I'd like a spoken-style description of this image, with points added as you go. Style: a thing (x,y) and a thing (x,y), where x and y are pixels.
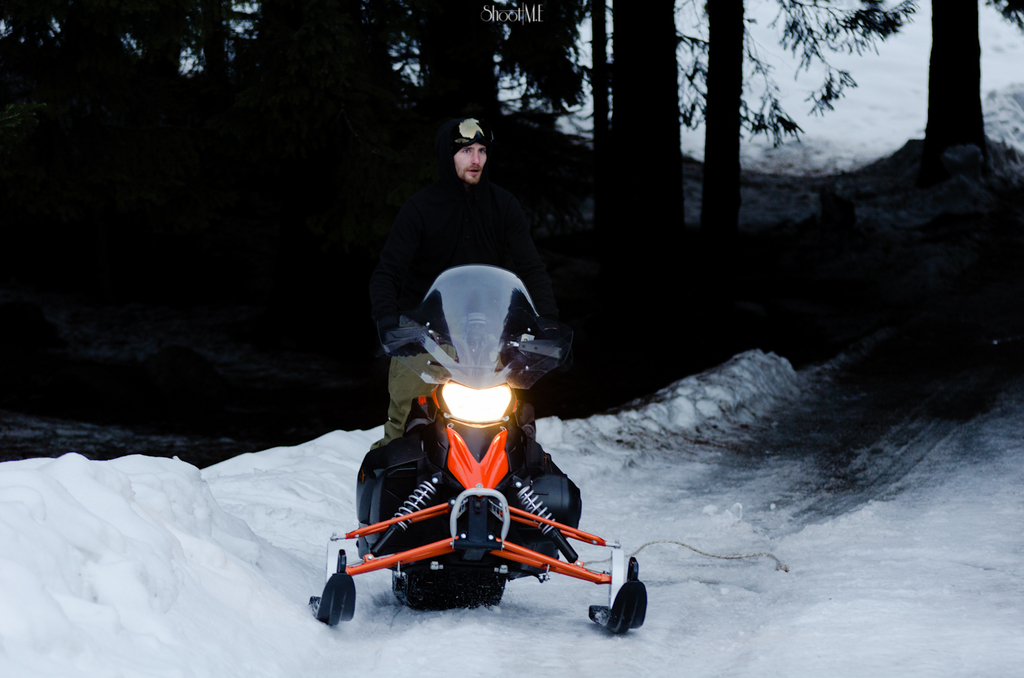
In this image there is a person (488,182) standing with a snow bike (518,521) on the snow (685,635), and in the background (21,148) there are trees (669,167), snow (750,107) and a watermark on the image.
